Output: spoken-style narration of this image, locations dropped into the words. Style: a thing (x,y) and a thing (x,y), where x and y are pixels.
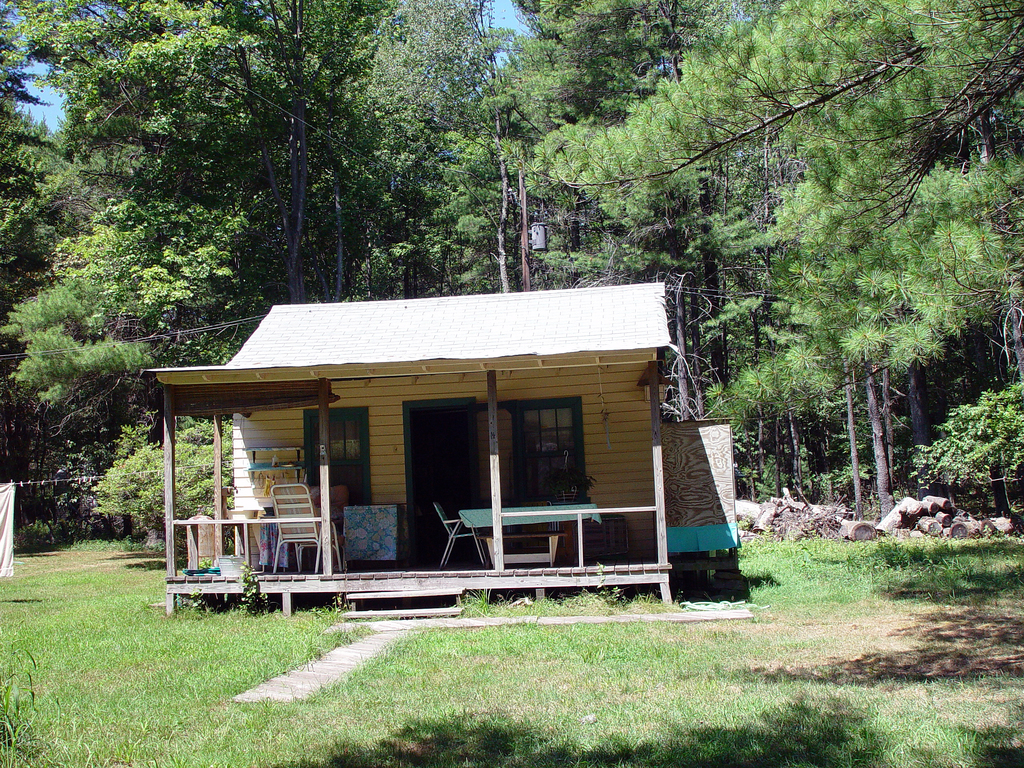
In the image there is a house (272,479) and in front of the house (226,592) there is a chair (289,526) on the left side (286,501) and on the right side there is a table (556,504) and around the table (518,509) there are chairs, around the house (394,494) there is a grass surface (99,582) and in the background (581,189) there are plants (139,425) and trees (706,228).
